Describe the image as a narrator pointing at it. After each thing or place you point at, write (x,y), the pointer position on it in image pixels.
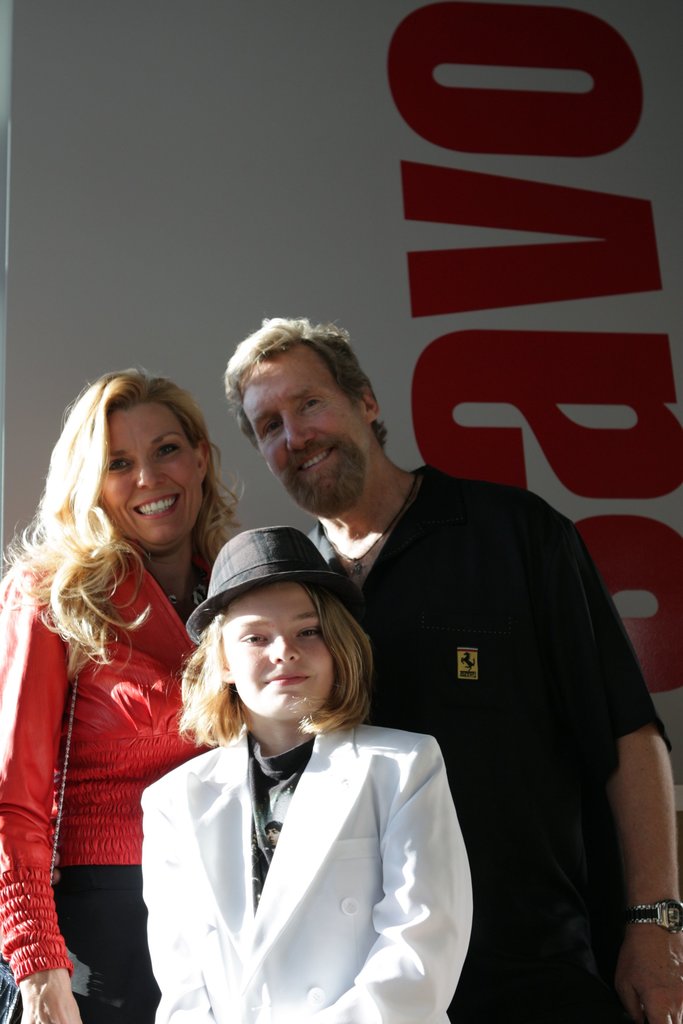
In this image I can see three persons (417,709) wearing white, black and red colored dresses (253,910) are standing and I can see the white and red colored background (572,226).
